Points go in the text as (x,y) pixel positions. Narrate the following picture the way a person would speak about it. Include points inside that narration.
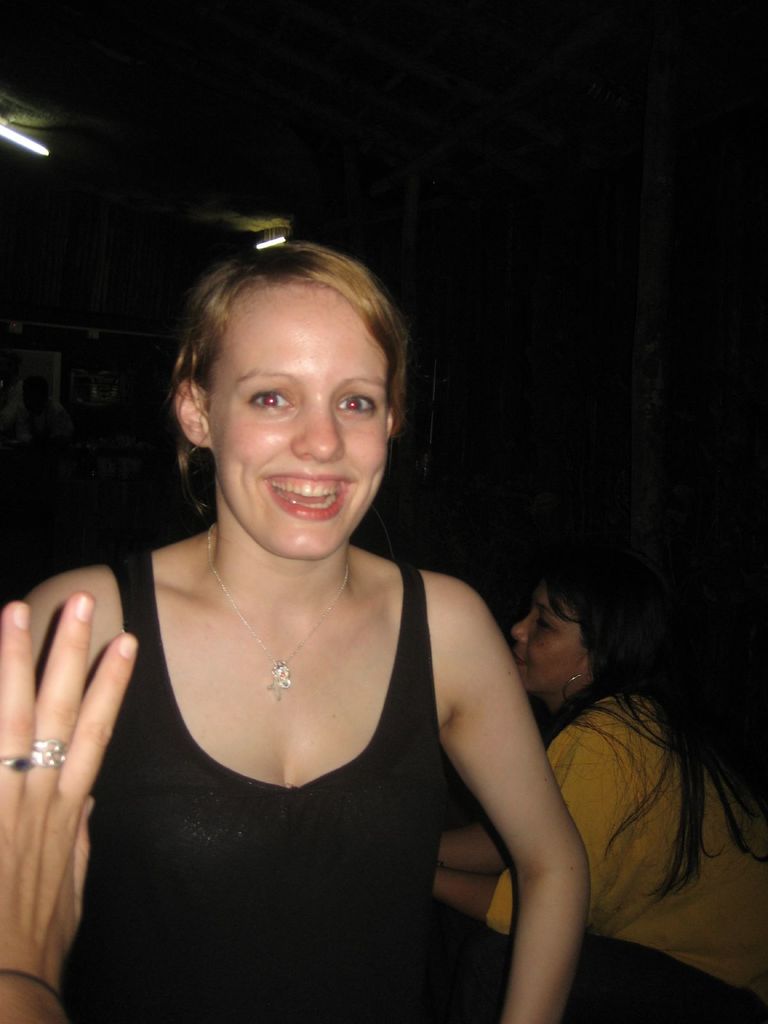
In this image we can see a woman (42,669) and on the left side (68,726) we can see a person's hand (75,678). In the background (668,761) the image is dark but we can see a woman (699,801) and light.
